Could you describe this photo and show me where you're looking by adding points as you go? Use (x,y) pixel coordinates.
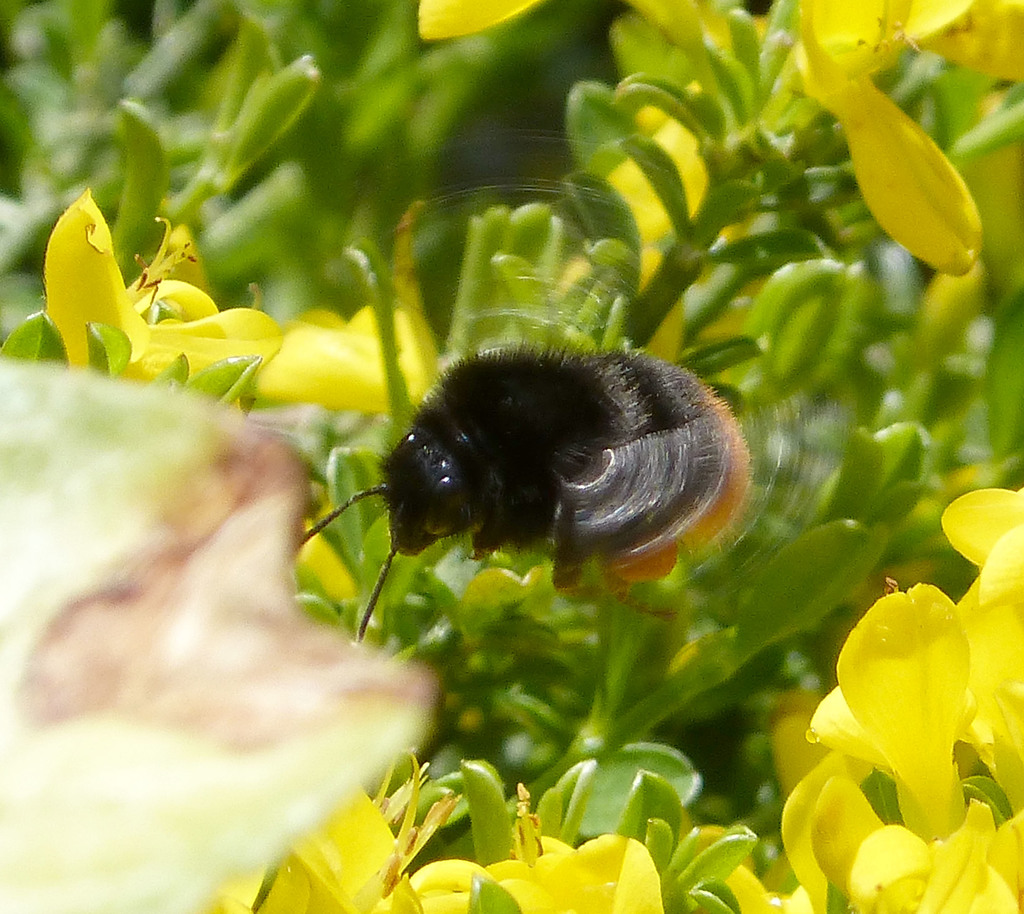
In the picture we can see some plants (680,821) with flowers (816,814) which are yellow in color and near it, we can see a bug (649,612) which is black in color with some part brown in color.
